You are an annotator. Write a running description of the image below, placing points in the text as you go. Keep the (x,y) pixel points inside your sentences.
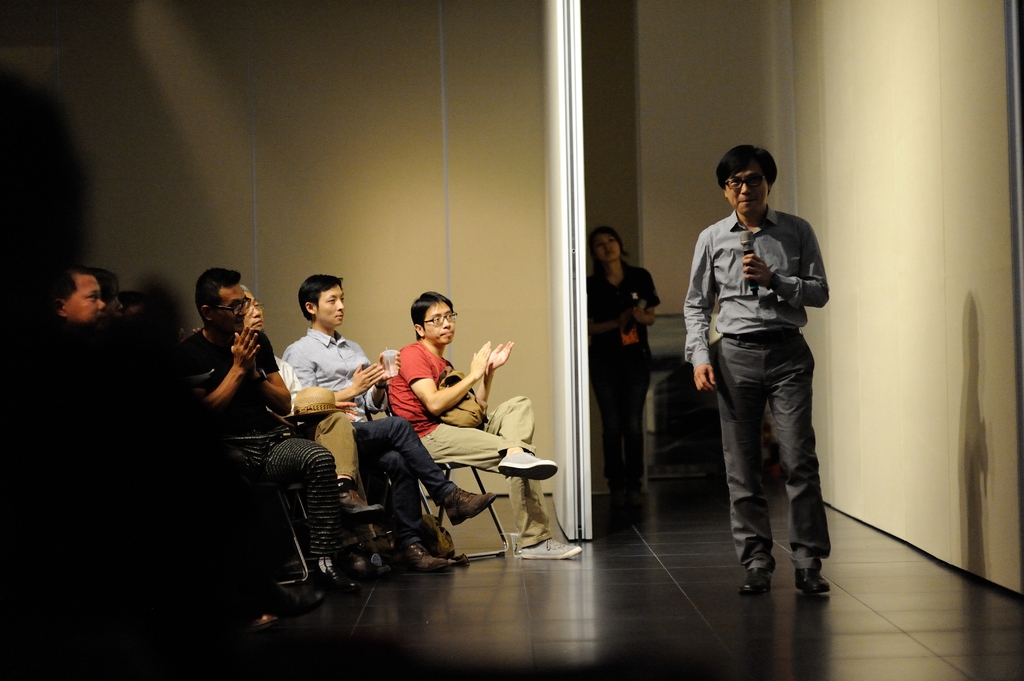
In this picture, we can a few people (702,295), chairs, microphone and we can see the wall (376,273), floor (608,636) and some objects (656,393) on the floor (684,525) and we can see the reflection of a person (730,277) the wall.
